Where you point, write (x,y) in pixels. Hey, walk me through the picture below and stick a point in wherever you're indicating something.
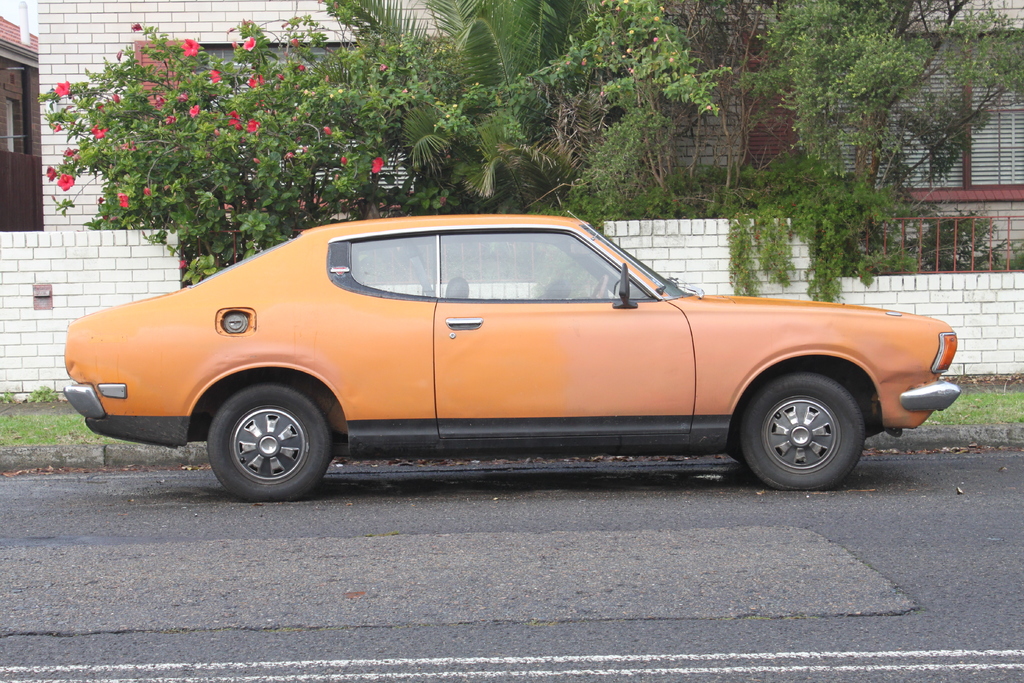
In the picture I can see a car (443,395) on the road (411,472). In the background (475,74) I can see trees (511,185), plants (743,68), the grass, fence wall (144,289) and a building (78,65).
